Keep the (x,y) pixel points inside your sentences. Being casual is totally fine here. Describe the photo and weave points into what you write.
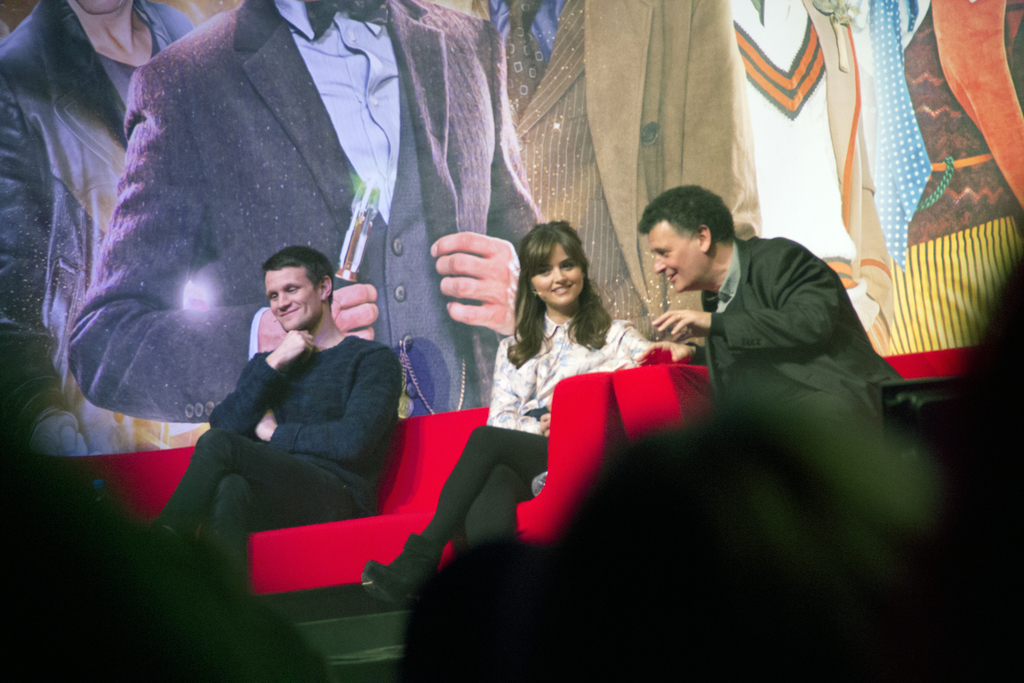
In the center of the image (549,294) there are people (177,522) sitting on sofa (400,536). In the background of the image (72,370) there is a poster (72,370).
